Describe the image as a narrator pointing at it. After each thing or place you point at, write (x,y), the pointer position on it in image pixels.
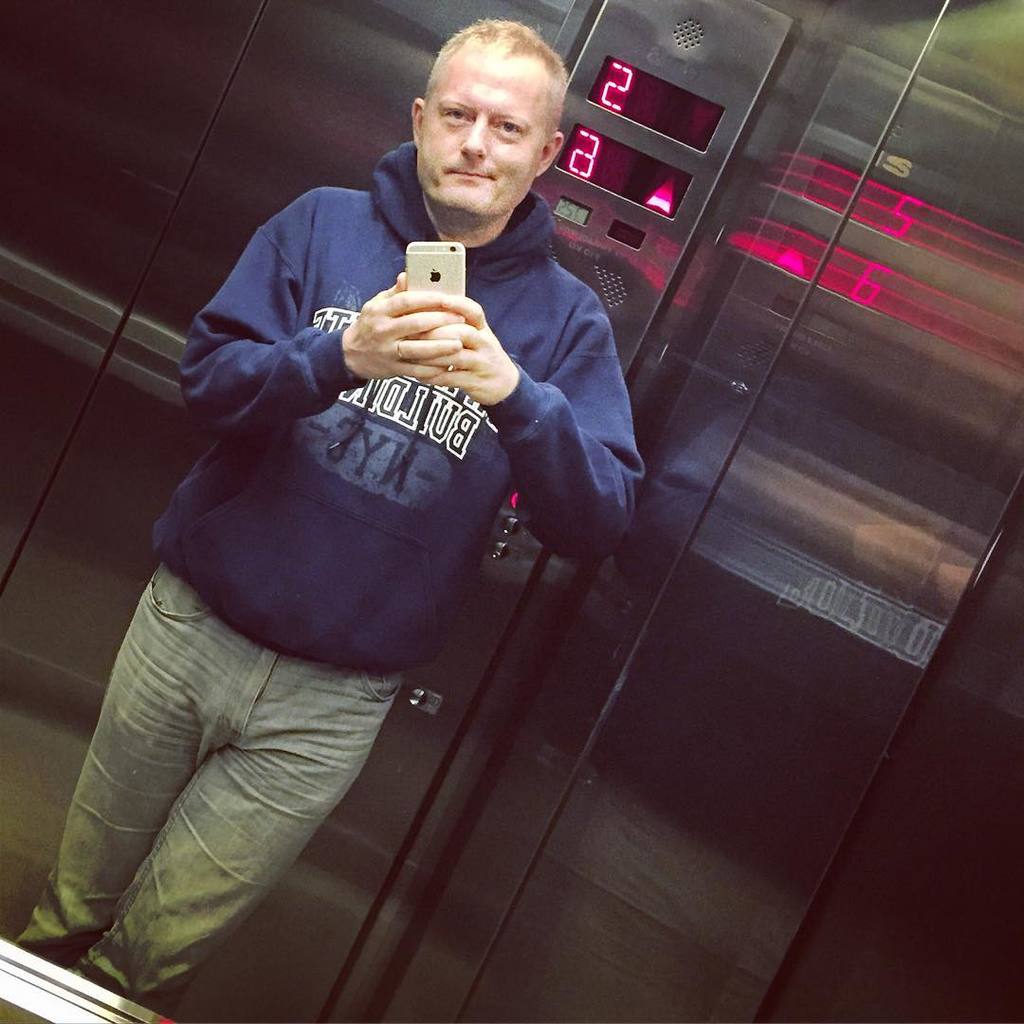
In the image there is a man (241,385) in navy blue hoodie (553,308) holding a cellphone (445,288) inside an elevator (144,390).
